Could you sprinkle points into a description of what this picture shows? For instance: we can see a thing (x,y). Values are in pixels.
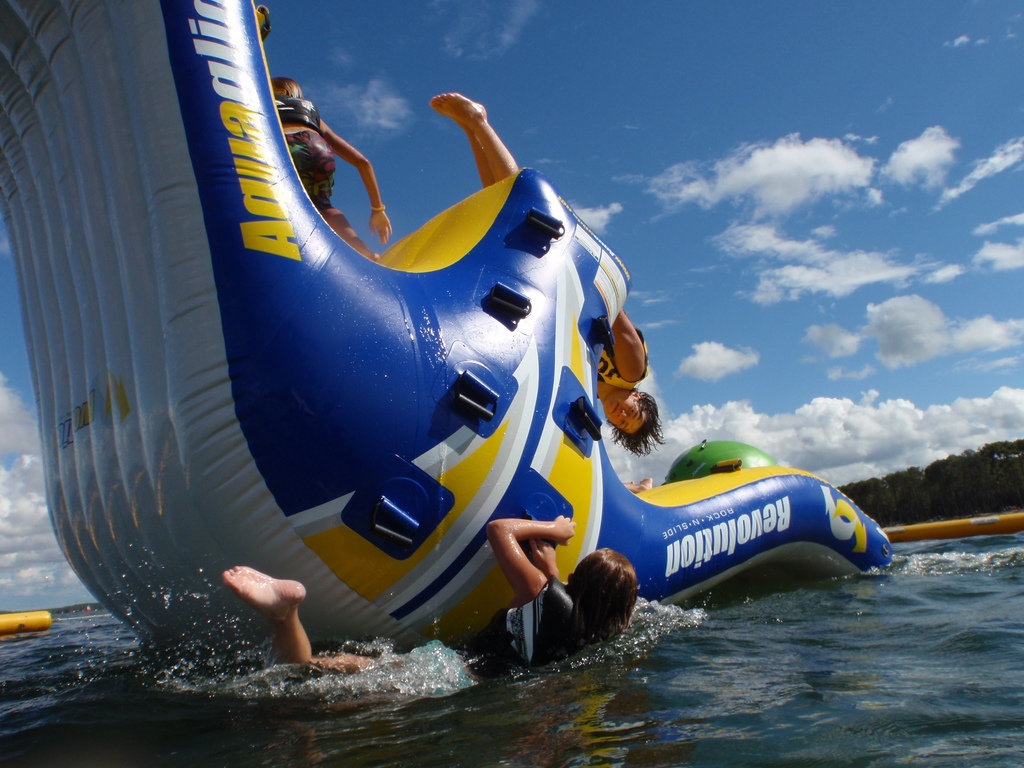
In the center of the image (359,379) we can see water slides (535,441) and some persons (503,533) are there. At the top of the image (851,237) clouds (844,339) are present in the sky (790,358). At the bottom of the image (821,639) water (844,610) is there. In the middle of the image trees (901,482) are there.
